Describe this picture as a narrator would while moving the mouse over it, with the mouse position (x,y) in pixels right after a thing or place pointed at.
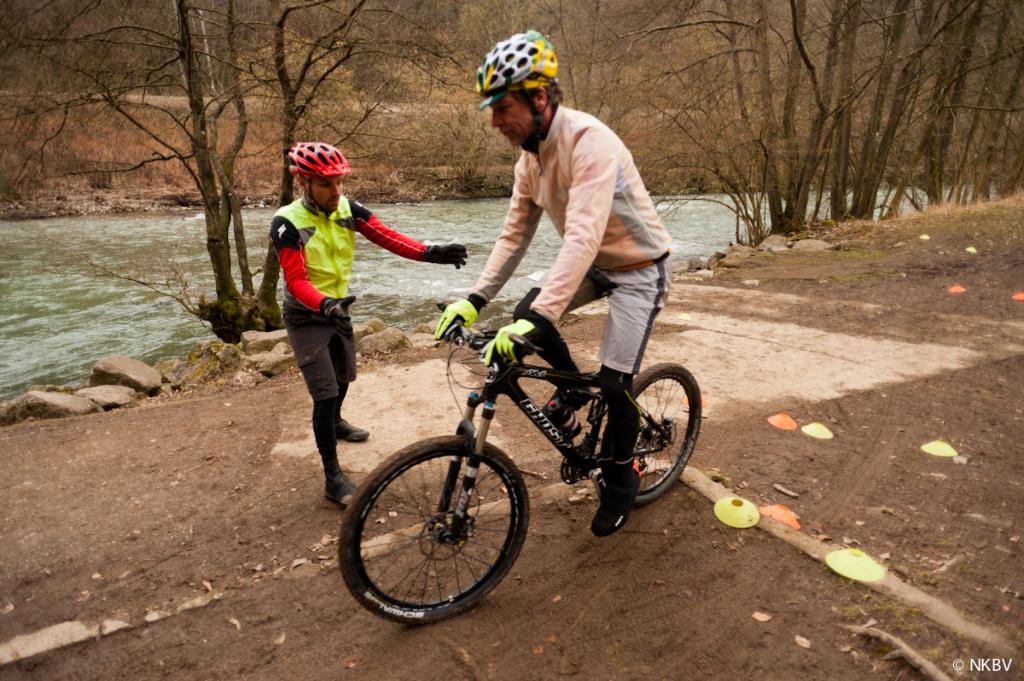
In this image there is a person (558,358) riding a cycle (584,383), beside the person (611,422) another person (346,385) is standing, in the background (442,114) there are trees (851,27) and a river (194,300).
